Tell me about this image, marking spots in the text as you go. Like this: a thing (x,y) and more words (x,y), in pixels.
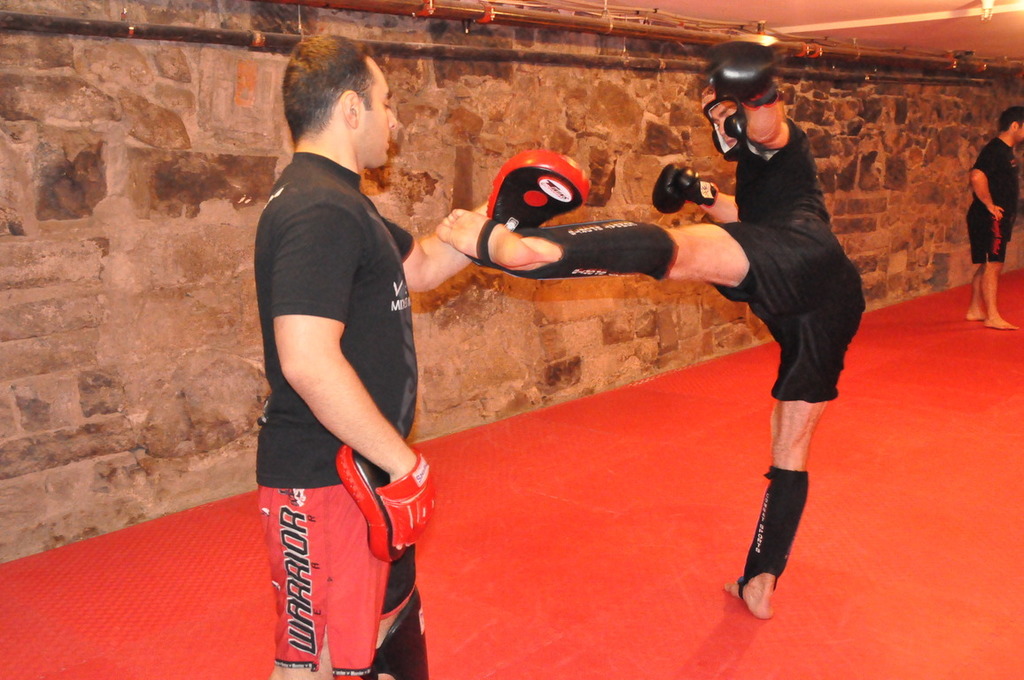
In the picture I can see people (501,257) are standing on a red color floor (769,435). The man (780,293) in the middle (613,254) is wearing some objects (728,149). In the background (618,365) I can see a wall (532,114) and ceiling (771,1).
